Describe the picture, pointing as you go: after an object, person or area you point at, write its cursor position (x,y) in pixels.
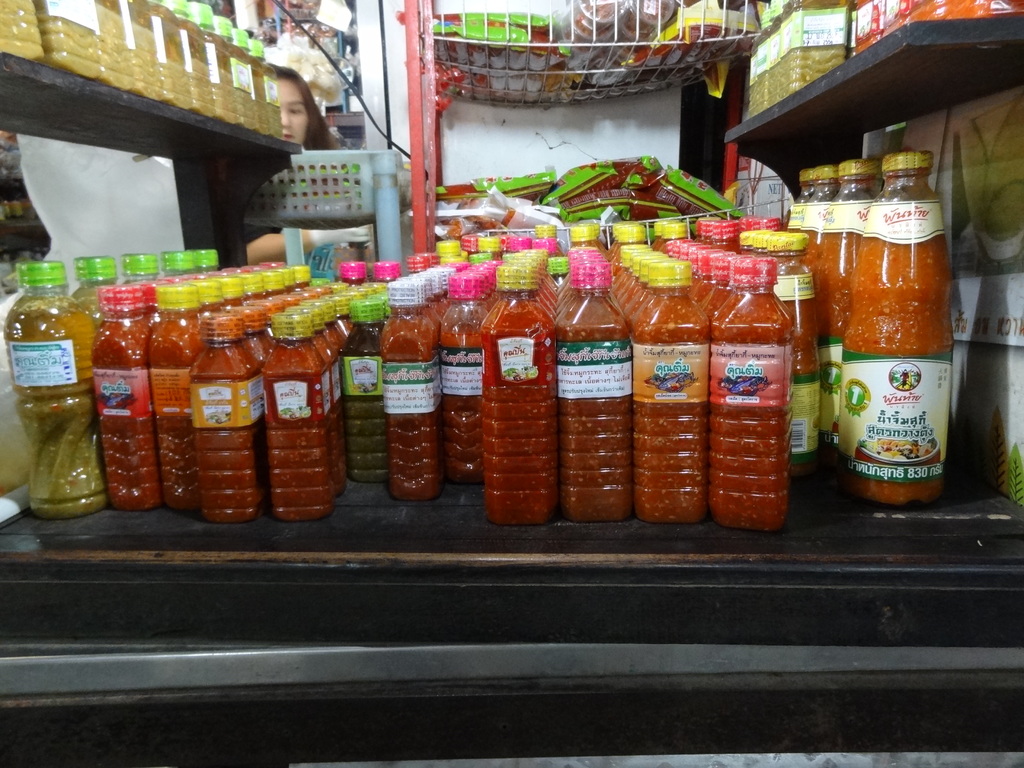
This is the inside picture of a shop (468,529). In this image in front (173,433) there is a table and on top of the table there are bottles (450,315). Behind the table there is a person (308,147). Beside her there is another table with the rack (608,95). On the rack (577,49) there are few food items (599,25). At the back side (395,56) there is a wall (489,140).
